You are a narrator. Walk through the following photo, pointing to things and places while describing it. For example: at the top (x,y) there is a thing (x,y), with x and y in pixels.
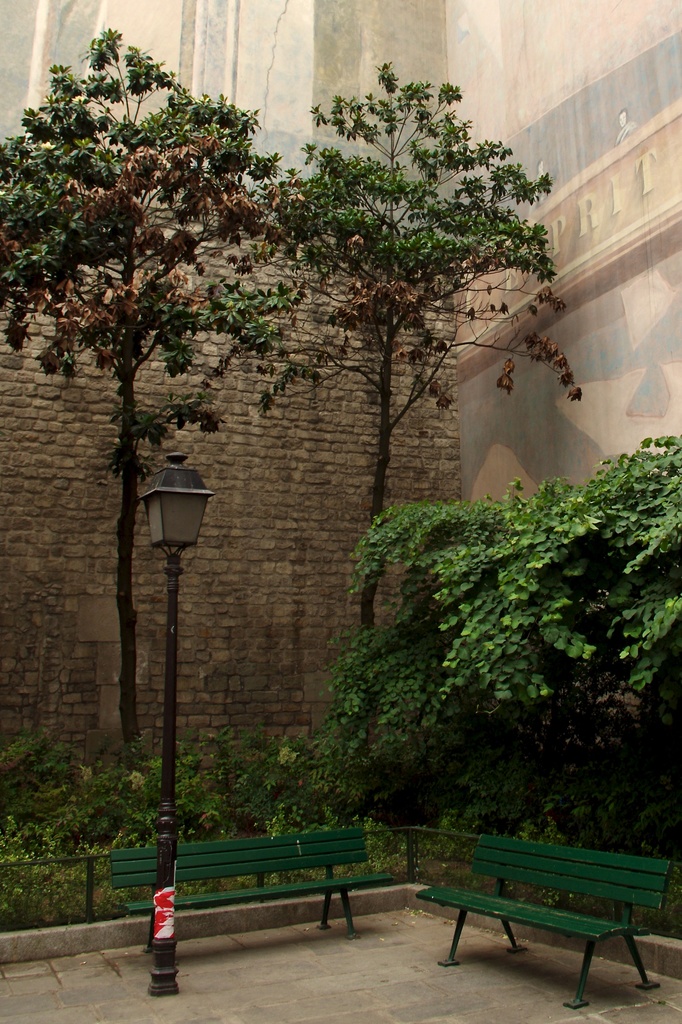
In this image we can see a wall (155,587) of a building (239,417). In front of the wall (297,513) we can see few plants (603,622) and trees (122,680). At the bottom (272,899) we can see two benches (294,890). In the top right (608,202), we can see some text (650,150) on the wall (548,374).
